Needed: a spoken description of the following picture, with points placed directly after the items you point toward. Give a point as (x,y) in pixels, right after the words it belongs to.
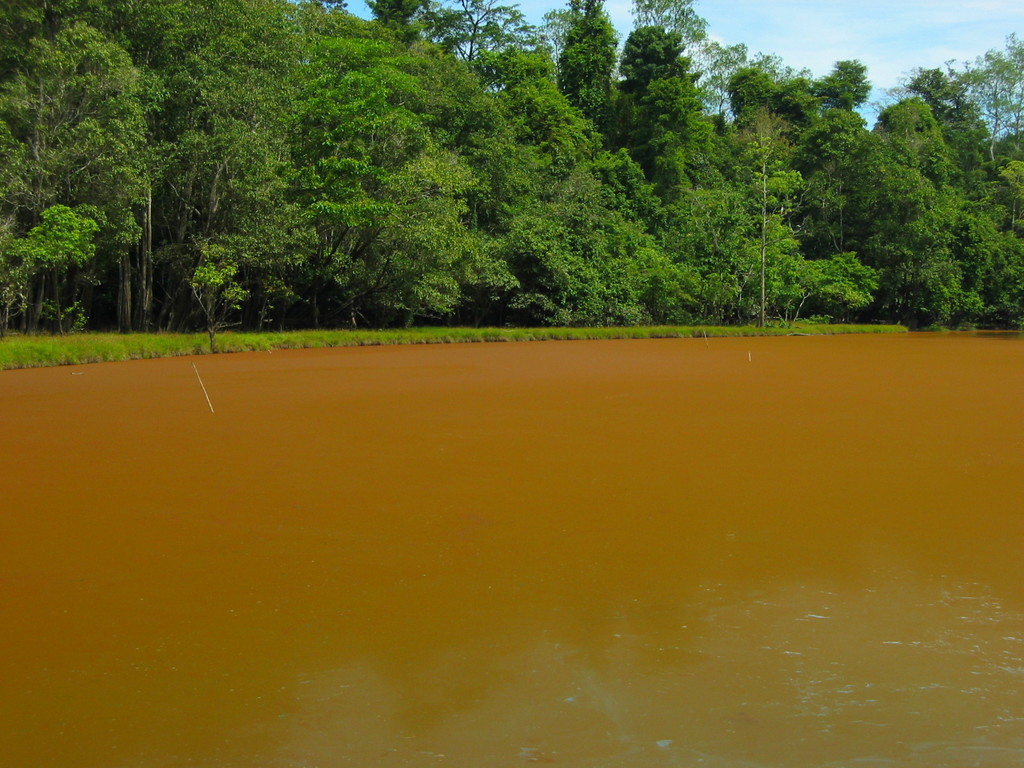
In this image at the bottom (270,673) there is a river (565,377), in the background (406,202) there are some trees (863,185) and on the top (773,30) there is sky (717,27).
